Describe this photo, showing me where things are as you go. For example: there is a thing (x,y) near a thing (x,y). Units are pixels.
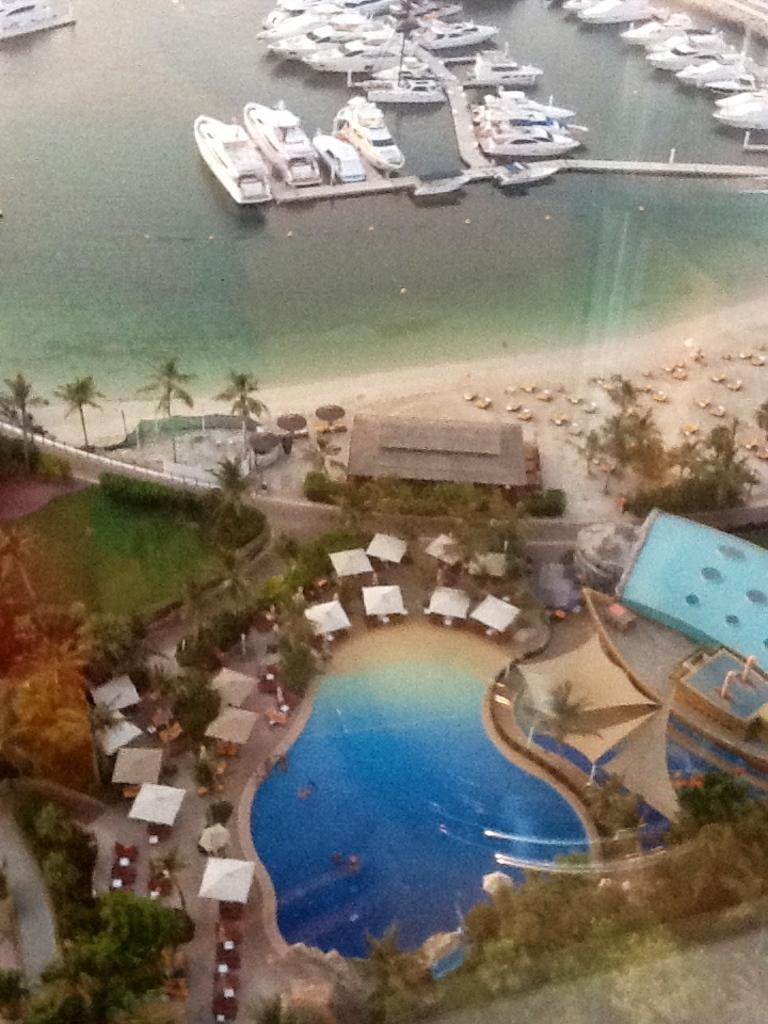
This is a view from the top. In this we can see a swimming pool (346,684). Near to that there are trees (246,624), tents (345,560) and buildings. Also there is a sea shore (485,368). Near to that there are trees (83,389). Also there are many boats (267,112) on the water (366,250).
